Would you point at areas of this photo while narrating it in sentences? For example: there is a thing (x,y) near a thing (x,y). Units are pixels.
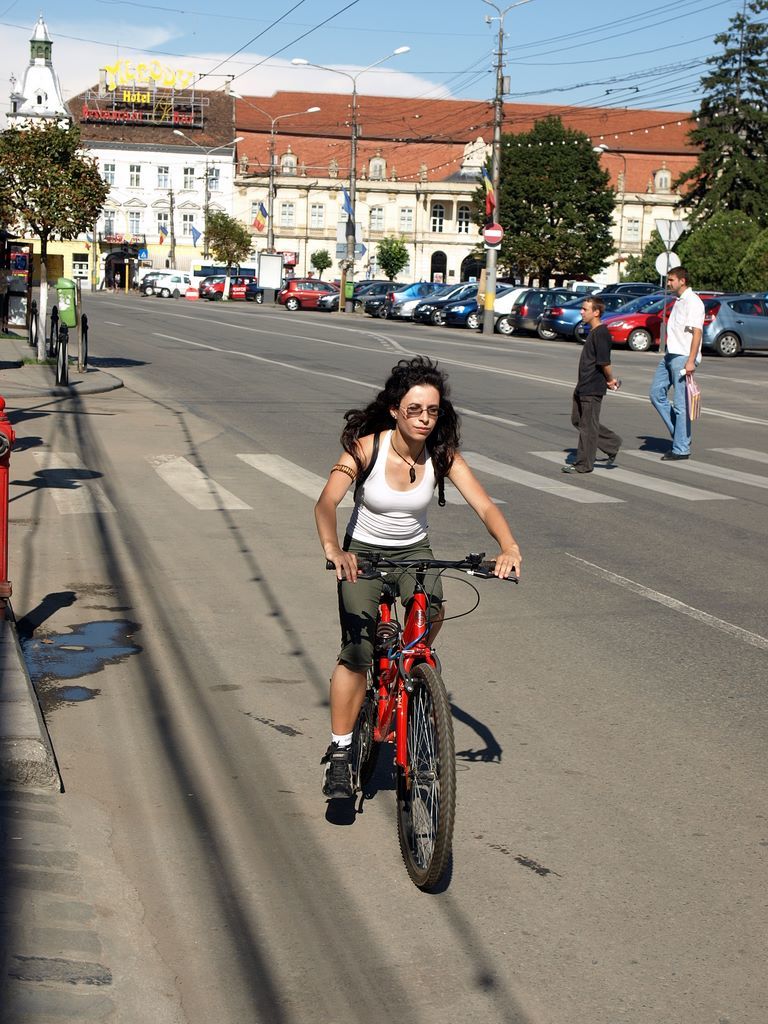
It seems to be the image is outside of the city. In the image there is a woman (369,607) sitting on bicycle (412,601) and riding it, and on right side (678,365) there are two men's (668,350) walking on road (494,598). There are also few cars (638,309) on right (648,310) side, trees (596,194), building (628,194), street lights (353,108). On left side (65,153) we can also see trees (44,230), dustbin (68,295), footpath (2,732) and top there are some electrical wires (192,81) and sky (154,56) at bottom (346,903) there is a road (235,695) which is in black color.
